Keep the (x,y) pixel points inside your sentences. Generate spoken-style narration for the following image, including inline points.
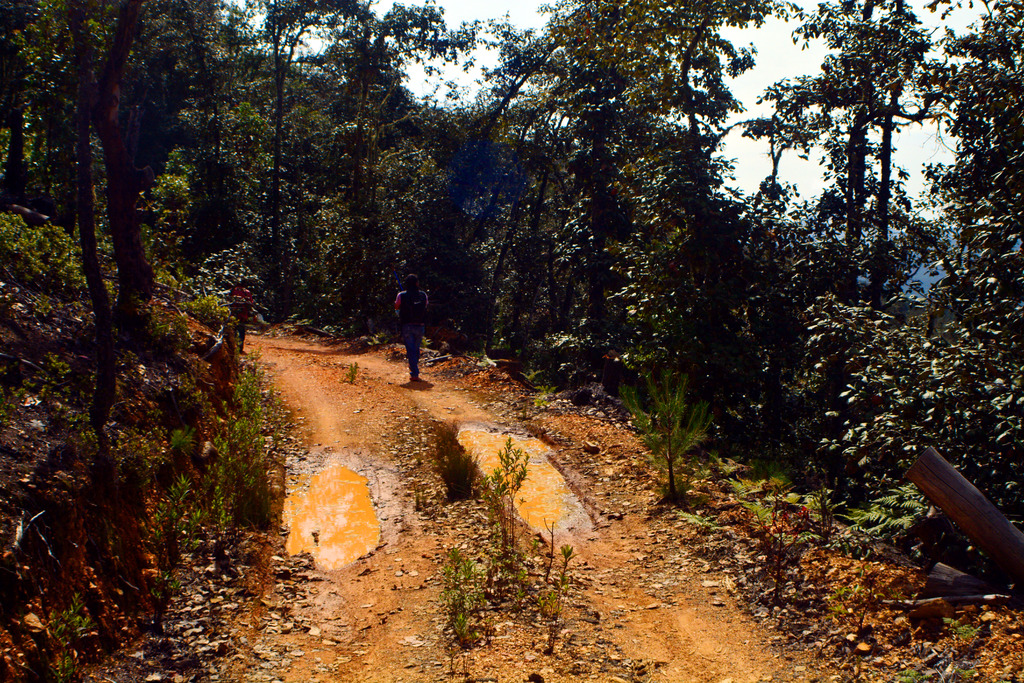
In this image there is ground (411,453), there is water (354,503) on the ground (342,398), there are plants (512,522), there is a person (404,310) walking, there are trees (612,220), there is a sky (761,54).
